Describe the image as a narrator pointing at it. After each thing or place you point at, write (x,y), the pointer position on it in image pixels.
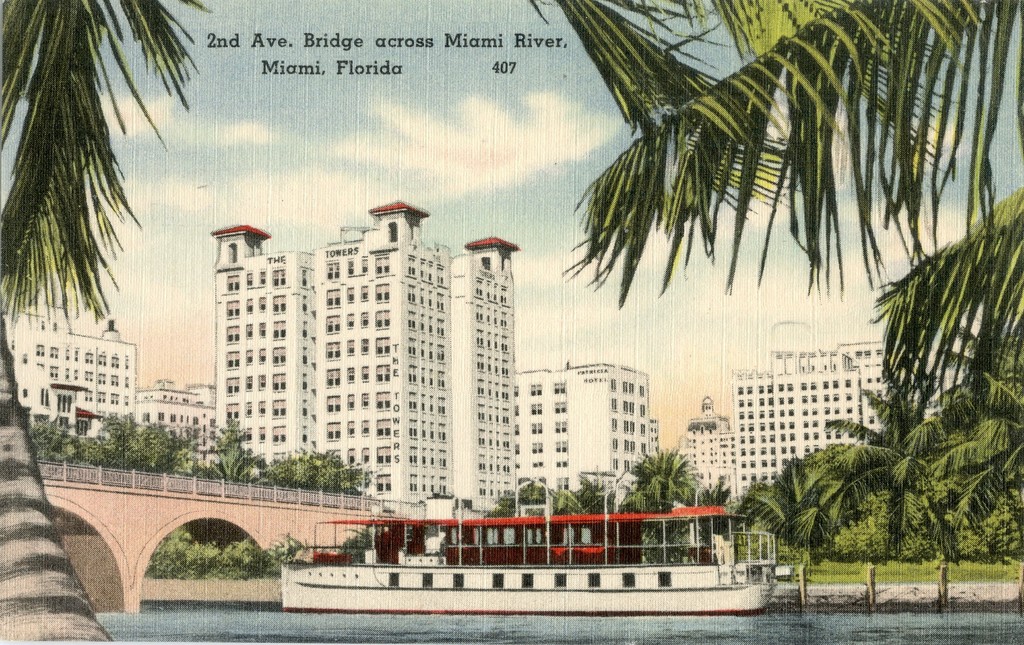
In this image I can see depiction picture where in the front (400,604) I can see water (671,632), few trees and a boat (285,608) on the water (707,634). In the background (804,438) I can see number of buildings (412,463), number of trees (999,530), clouds (150,224), the sky (236,119) and a bridge (82,532) over the water (301,615). I can also see something is written on the top of this image (456,41).
